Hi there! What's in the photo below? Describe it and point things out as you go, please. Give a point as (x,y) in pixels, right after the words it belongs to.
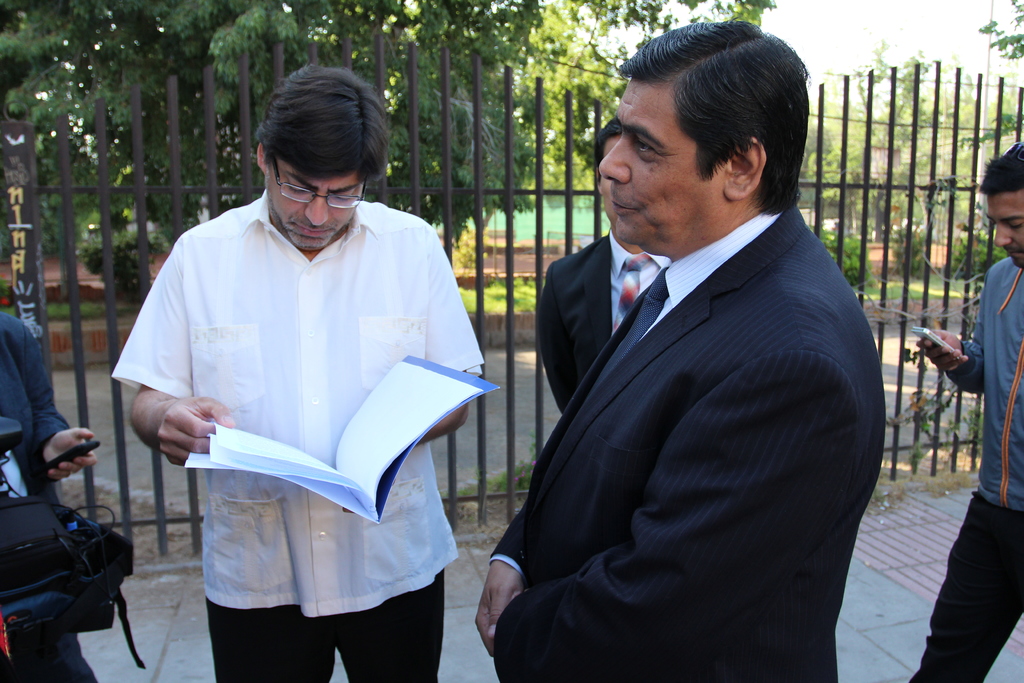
This person (997,377) are standing. This man (640,434) wore black suit (604,434), tie (635,338) and looking left side. This man (280,250) wore white shirt (328,314), spectacles (353,194) and holding a book (257,440) and looking on it. This person (981,563) is standing and looking at his mobile (936,335). Background (533,160) there is a fence (570,112) and trees (570,80).
